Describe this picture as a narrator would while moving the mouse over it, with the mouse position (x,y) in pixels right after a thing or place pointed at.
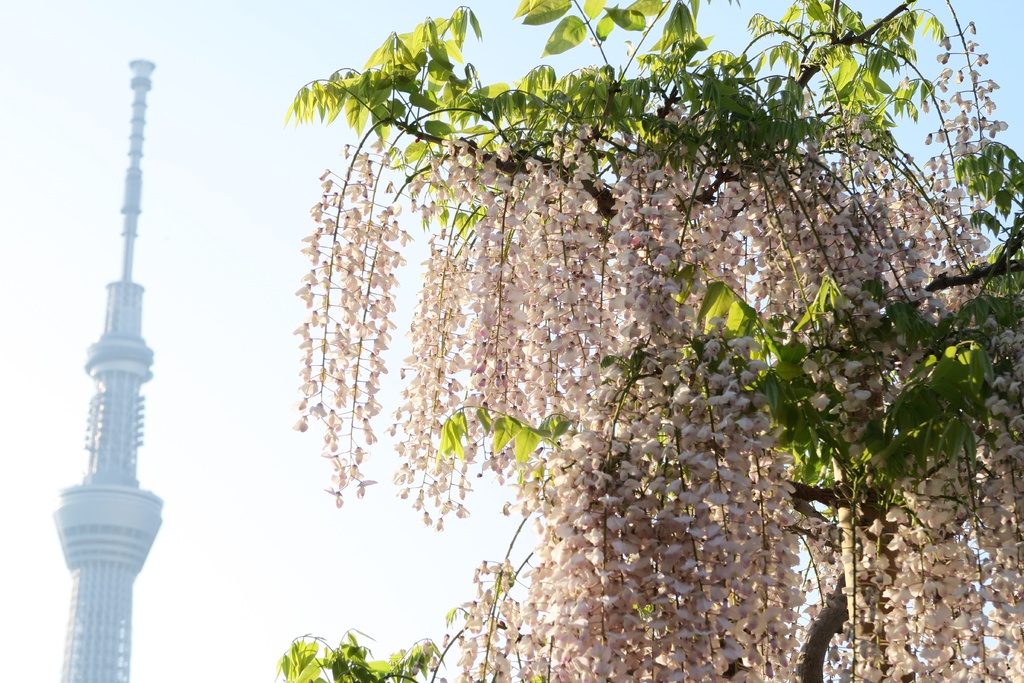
On the right side of the image (810,489) there is a tree (810,489). On the left side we can see a tower (75,538). In the background (224,73) there is a sky (237,95).
